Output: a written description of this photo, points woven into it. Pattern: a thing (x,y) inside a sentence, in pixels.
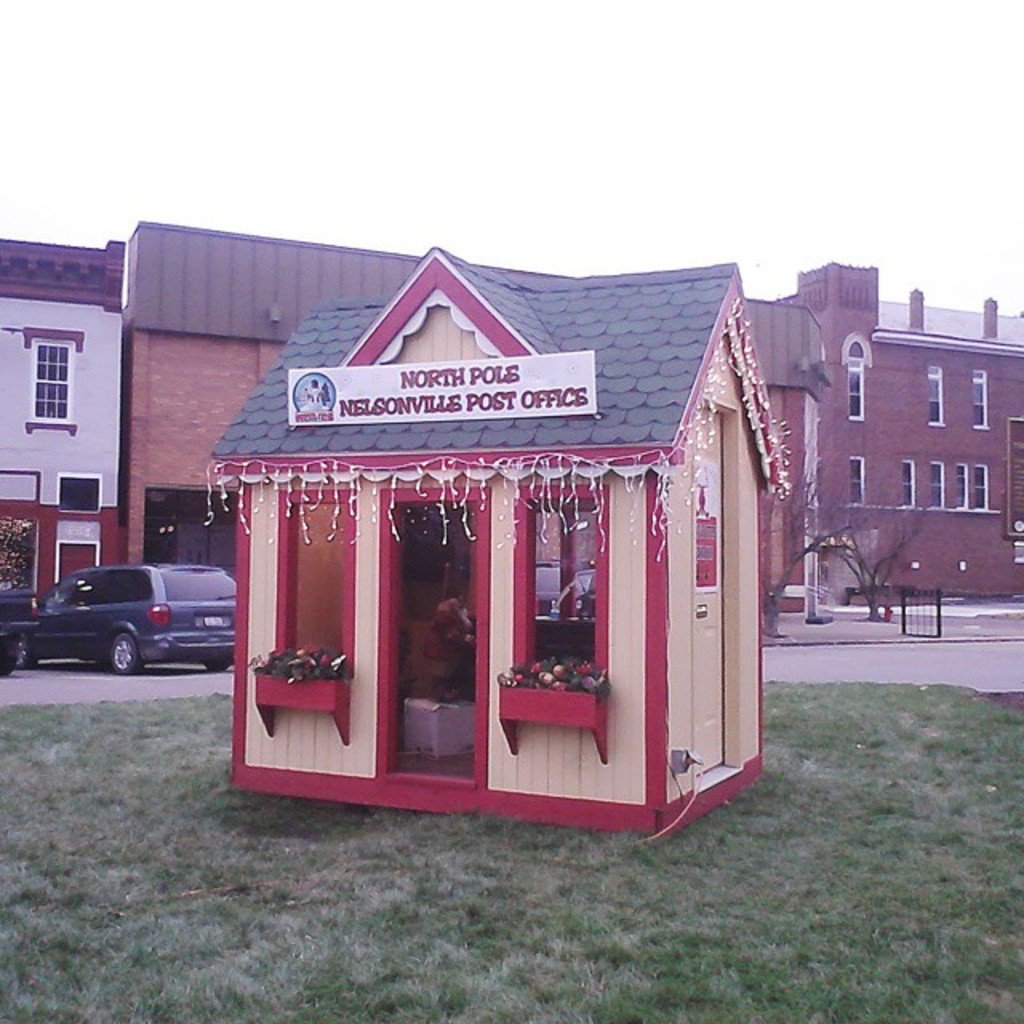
In this image there are buildings (91,287). In the center (398,666) we can see a shed (568,766). On the left (200,643) there are cars (141,653). At the bottom (248,906) there is grass (661,931). In the background (717,161) there is sky (659,114) and we can see trees (872,612).
